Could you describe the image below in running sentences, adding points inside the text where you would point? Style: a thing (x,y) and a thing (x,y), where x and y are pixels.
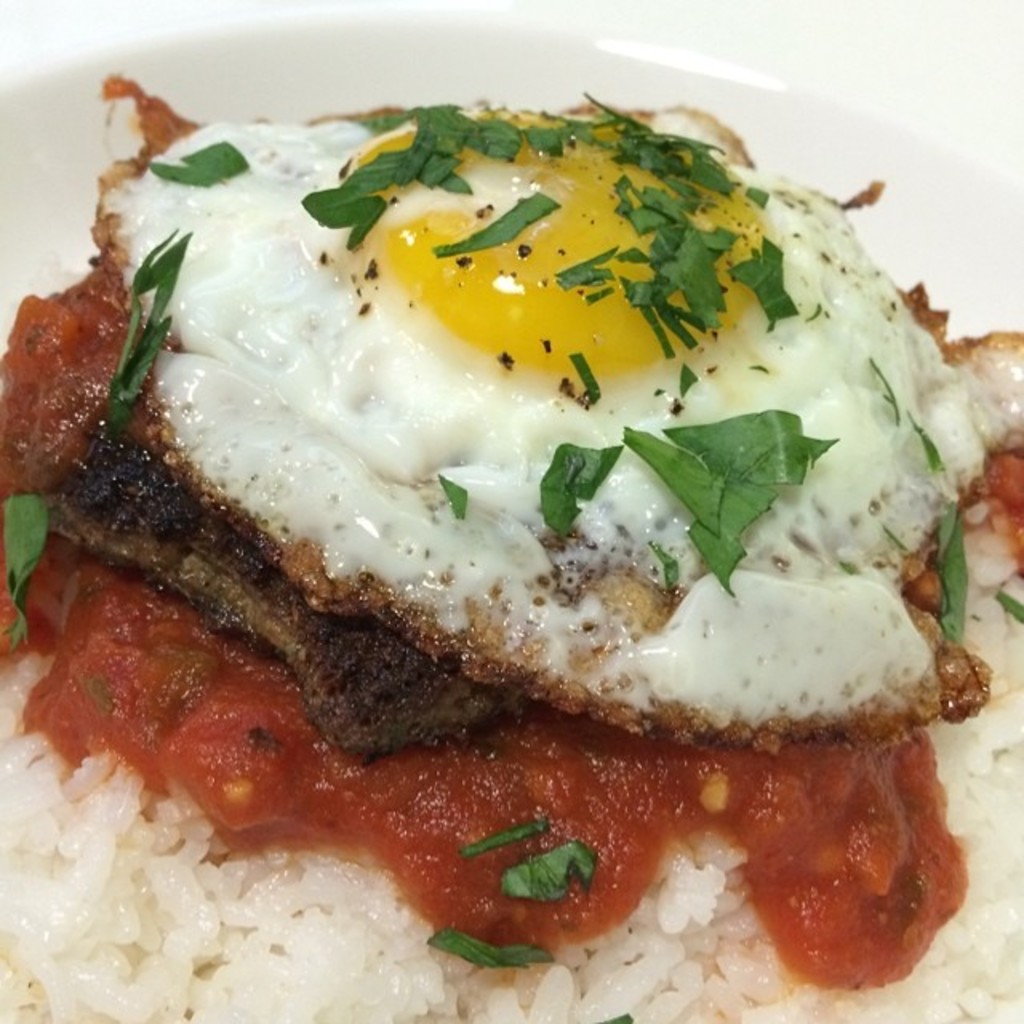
In this picture there is a rice (289,887), omelet (609,648) and leafy vegetables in the bowl (317,63) and the bowl (392,56) is in white color.
